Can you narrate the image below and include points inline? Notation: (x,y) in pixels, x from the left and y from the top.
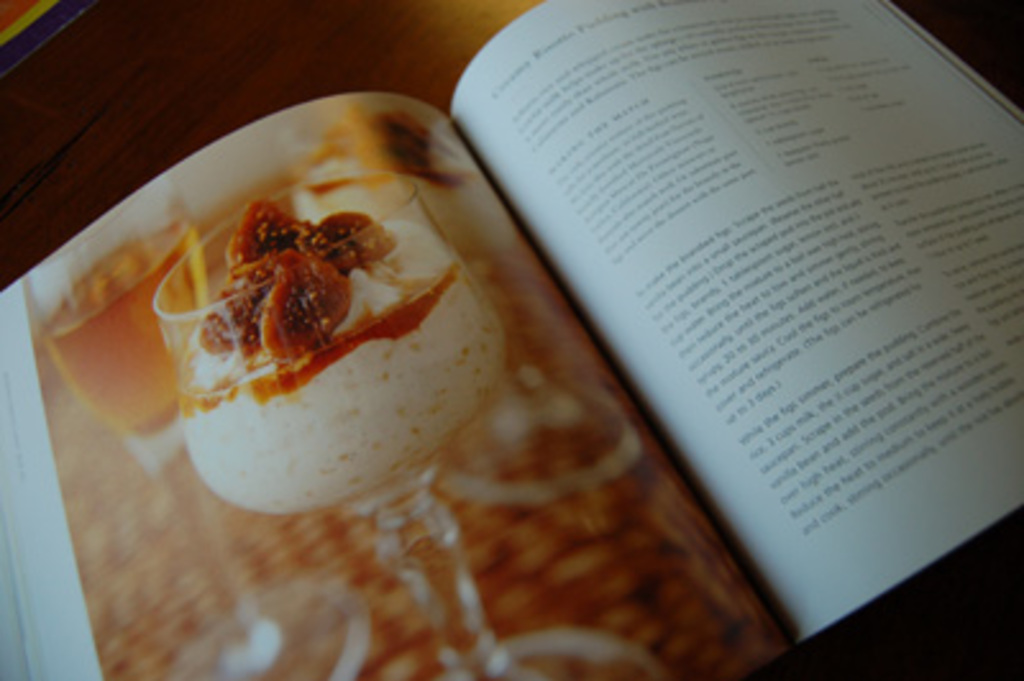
In this picture we can see book (780,572) on the wooden platform (893,664), on the papers (40,274) we can see glasses (150,298), ice cream (400,433) and some information (952,243).
